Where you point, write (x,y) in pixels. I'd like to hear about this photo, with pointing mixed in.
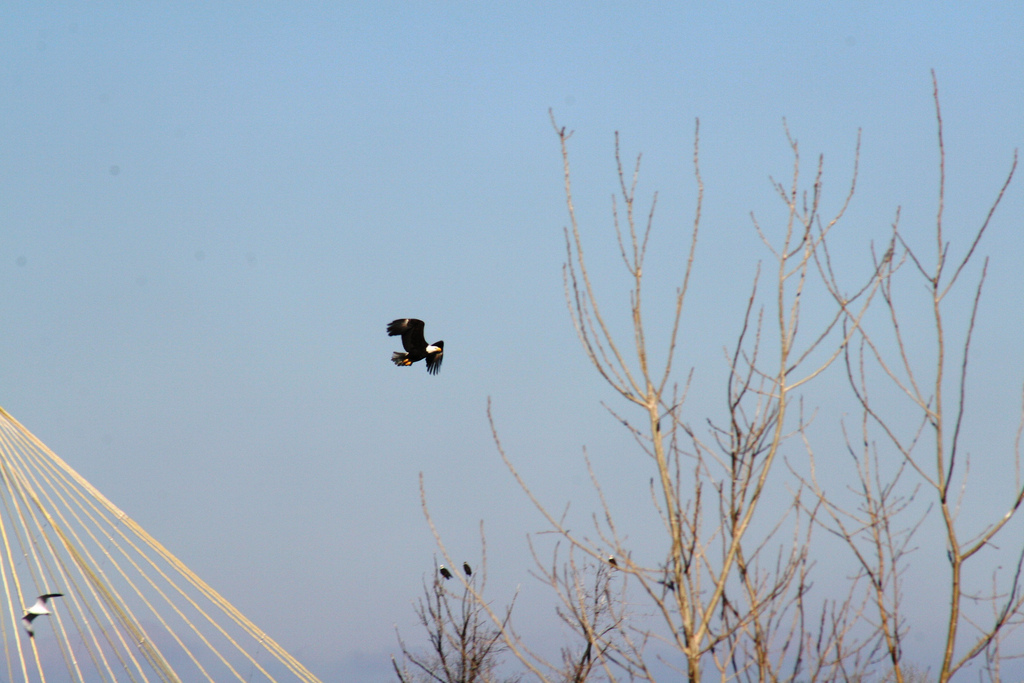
In this image we can see a bird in sky (337,293). There are trees (743,485). To the left side of the image (69,593) there are cables (25,560). In the background of the image (223,69) there is sky (262,60).
